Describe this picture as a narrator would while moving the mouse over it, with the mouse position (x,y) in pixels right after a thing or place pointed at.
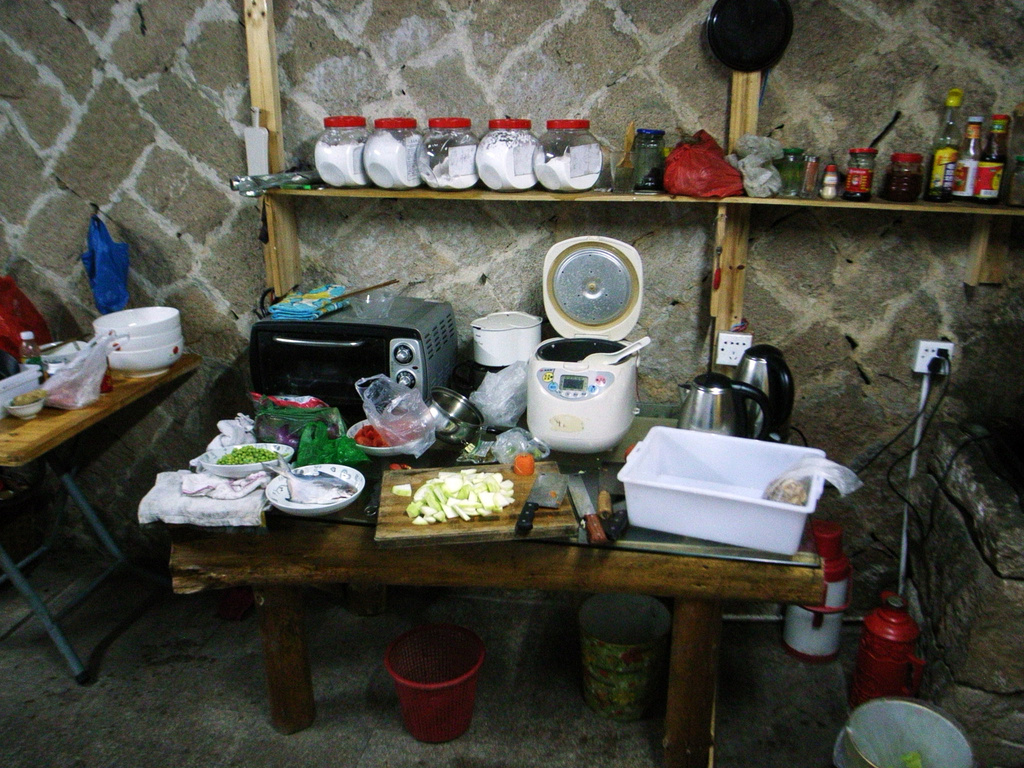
In the foreground of this image (535,588), there is a chop boards (496,520), few vegetable pieces (508,492), cutter (534,497), fish (289,474) in a bowl (280,471), covers (404,440), few electronic devices (392,374), jars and a basket (737,495) on the wooden table (591,570). At the bottom (589,695), there are few buckets (866,756) and few objects (890,640). On the left (70,399), there are few objects (90,379) on the table (96,423). At the top (280,193), there are containers (560,159) on the wall desk (878,199).
